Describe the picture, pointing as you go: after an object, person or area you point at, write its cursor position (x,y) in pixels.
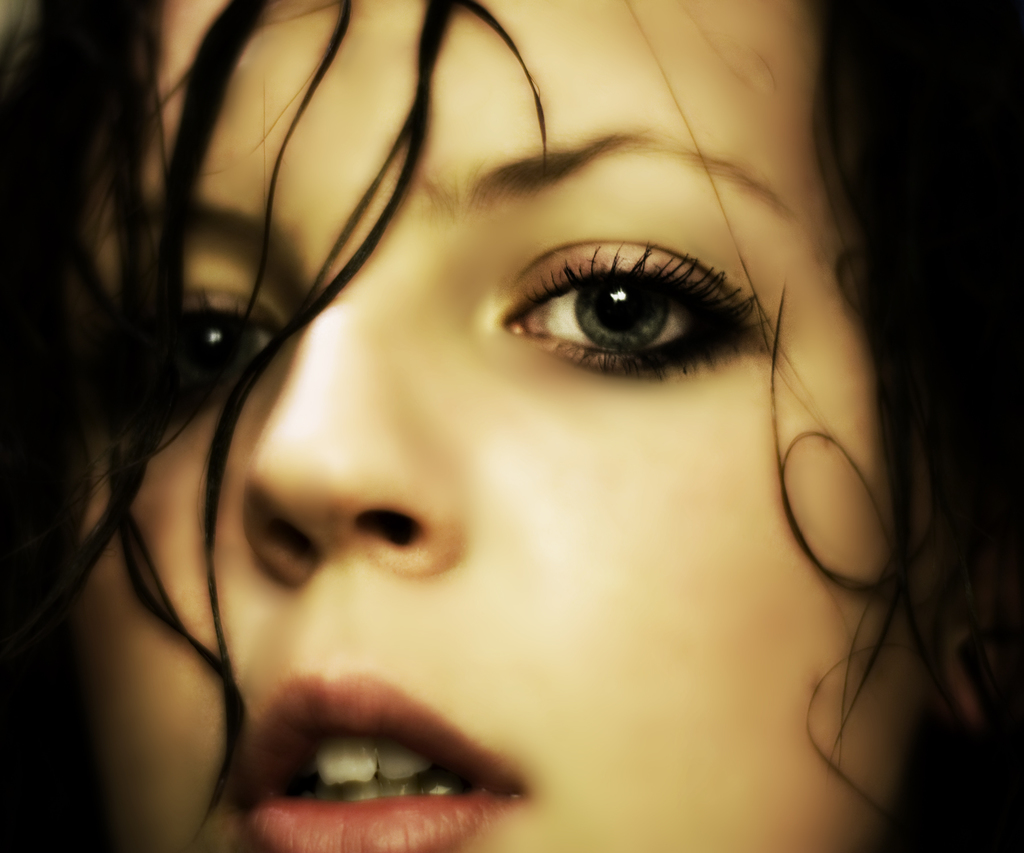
In this picture we can see a woman's face (468,298).
